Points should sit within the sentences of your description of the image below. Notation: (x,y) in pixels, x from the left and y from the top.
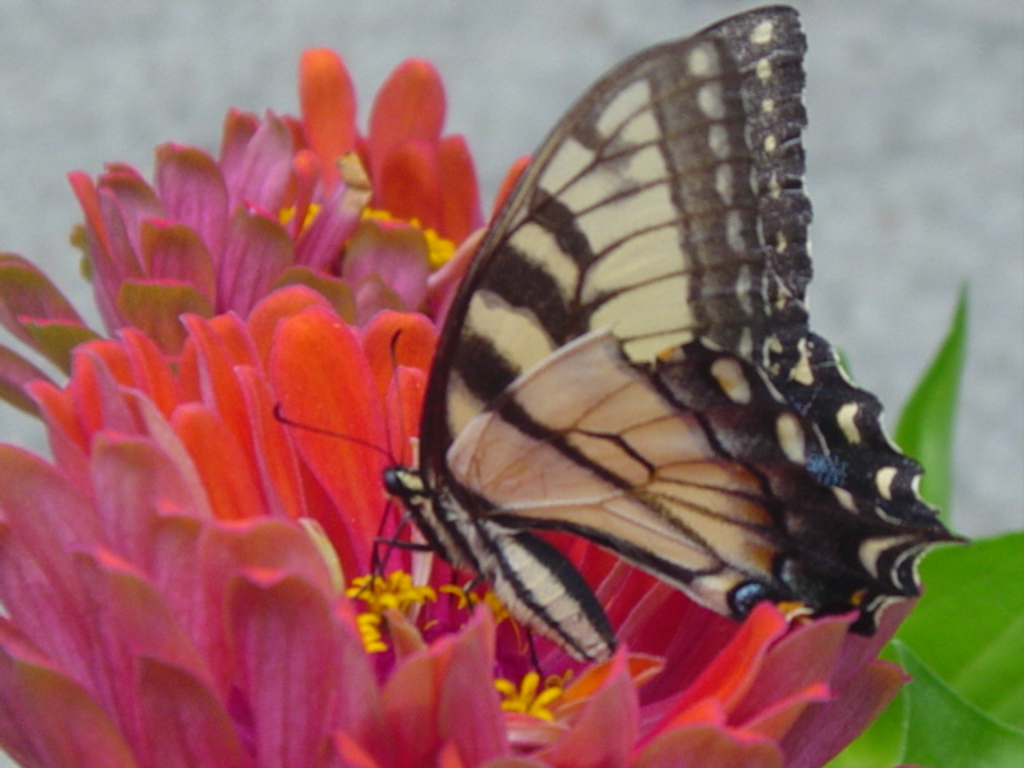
In the image we can see the butterfly (512,293) and flowers (296,490), here we can see the leaves (933,693) and the background (91,129) is blurred.
